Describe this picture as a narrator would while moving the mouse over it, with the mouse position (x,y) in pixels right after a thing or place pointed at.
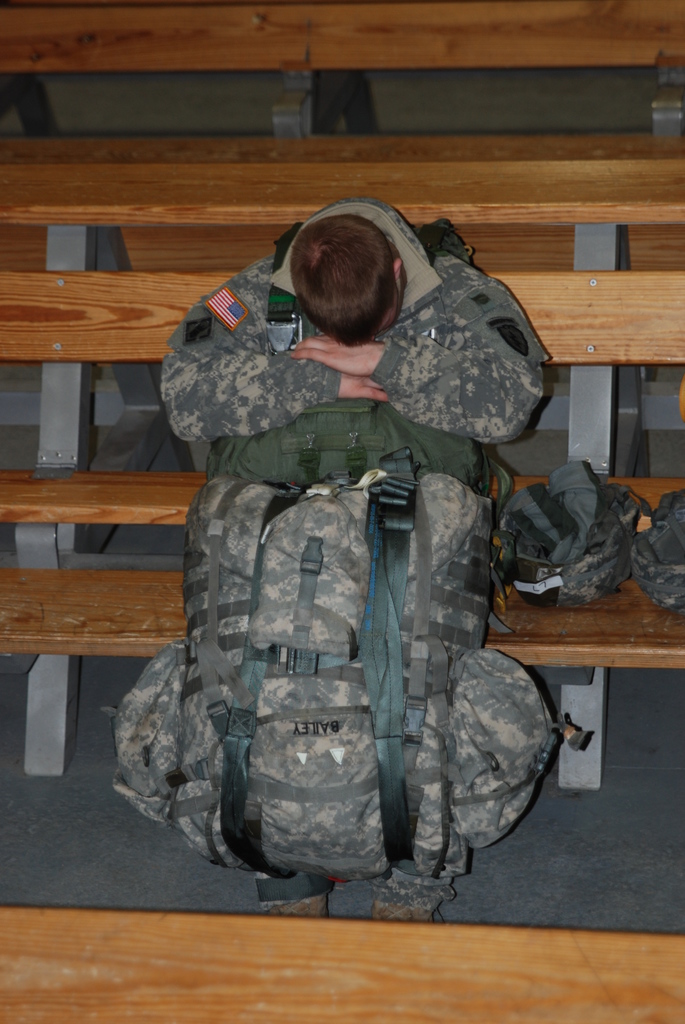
In the middle of the image (254,466) a man (407,322) is sitting and holding a bag (340,837).
